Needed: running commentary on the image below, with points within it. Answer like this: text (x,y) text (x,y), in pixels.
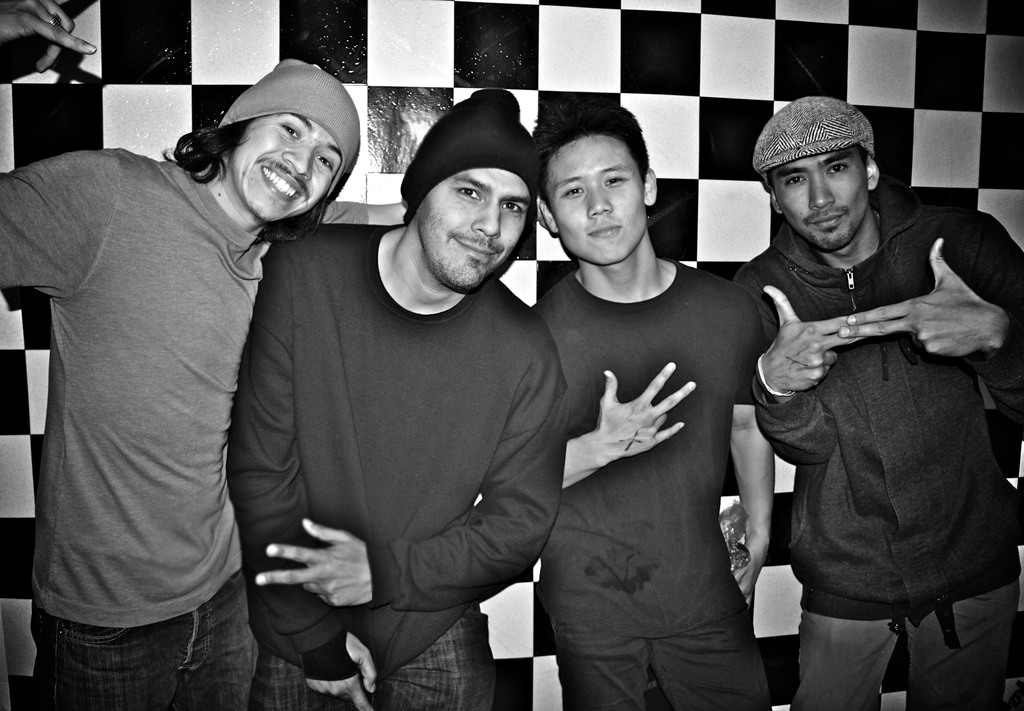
In this image we can see few people (553,362) standing near the wall (569,71) and a person (718,580) is holding an object (744,536).
